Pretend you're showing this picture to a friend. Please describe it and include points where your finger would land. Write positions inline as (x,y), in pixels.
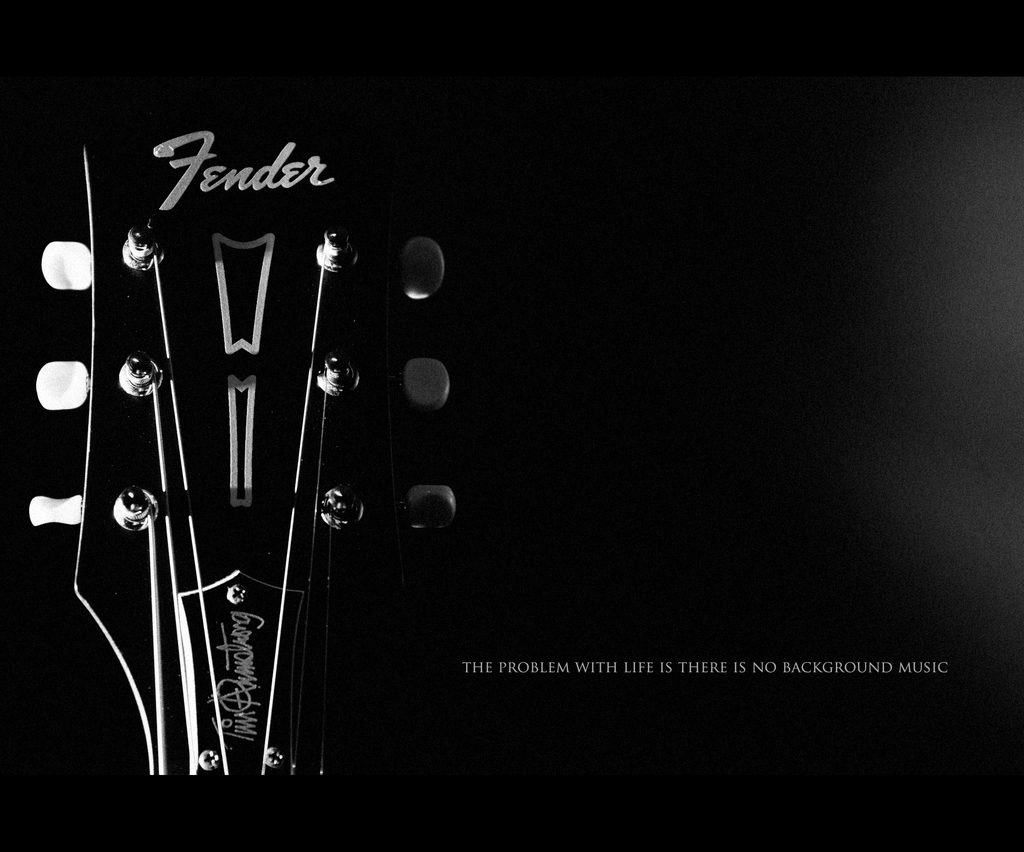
In this picture I can see guitar (199,406) and I can see text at the bottom right side of the picture (829,675) and I can see text (187,168) on the guitar (235,164) and I can see dark background (617,109).
